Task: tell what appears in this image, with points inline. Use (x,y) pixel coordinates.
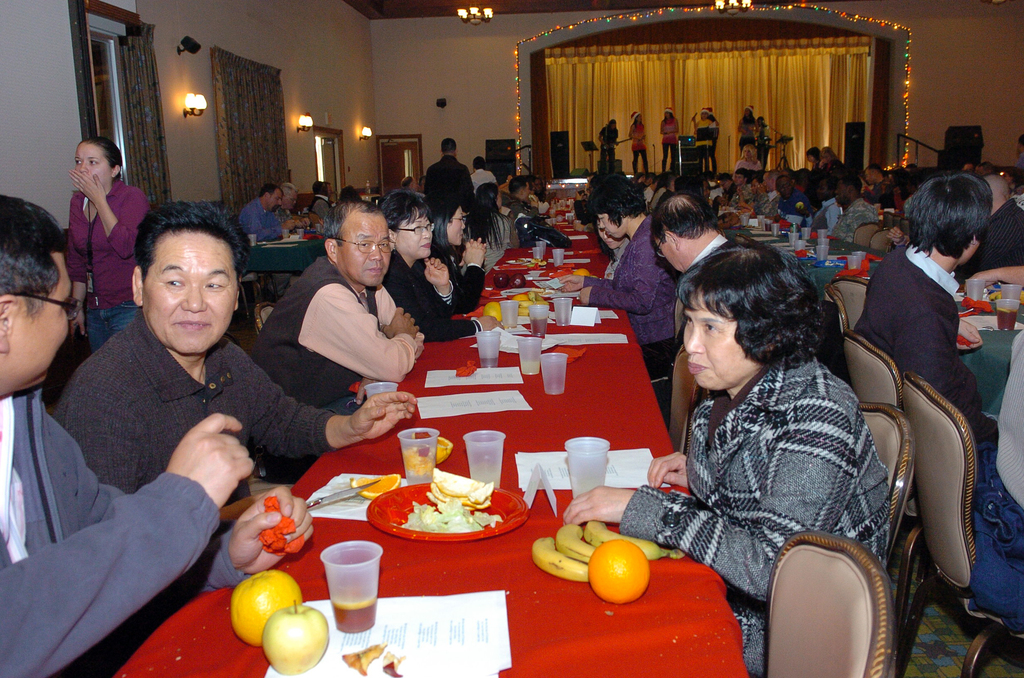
This image is clicked in a room (499,94). There are lights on the top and there are some people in the middle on the stage (778,161), who are playing some musical instruments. There are tables (442,590) and chairs (908,574). People (862,449) are sitting on chairs (837,547) or tables (605,644). On the tables (526,646) there are fruits (317,645), glasses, papers (506,613), plate (409,509), tissues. There are windows (93,93) on the left side (131,122) and there are curtains (161,169) too.
